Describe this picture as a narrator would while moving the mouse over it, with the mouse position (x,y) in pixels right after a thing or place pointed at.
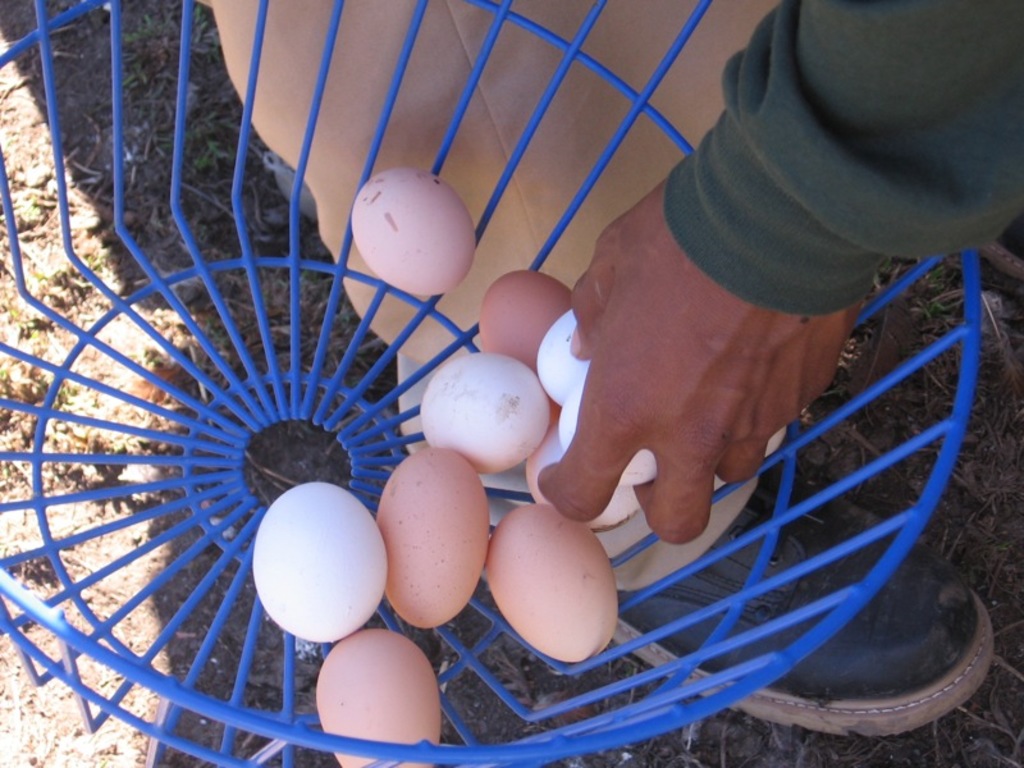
Here we can see a person (592,442) holding an egg (629,484). This is a mesh container (232,423) with eggs (579,660).
